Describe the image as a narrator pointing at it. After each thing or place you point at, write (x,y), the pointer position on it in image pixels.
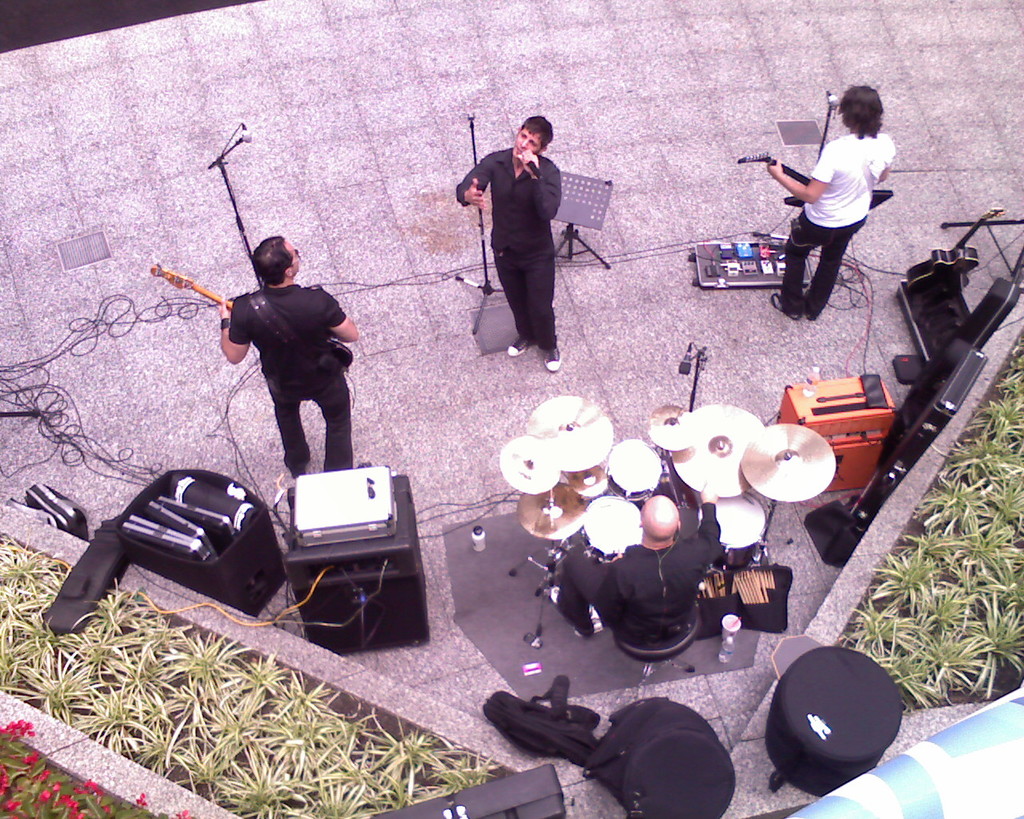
In this image I can see few persons (287,313) playing musical instruments (768,528). I can see few plants (224,735).
